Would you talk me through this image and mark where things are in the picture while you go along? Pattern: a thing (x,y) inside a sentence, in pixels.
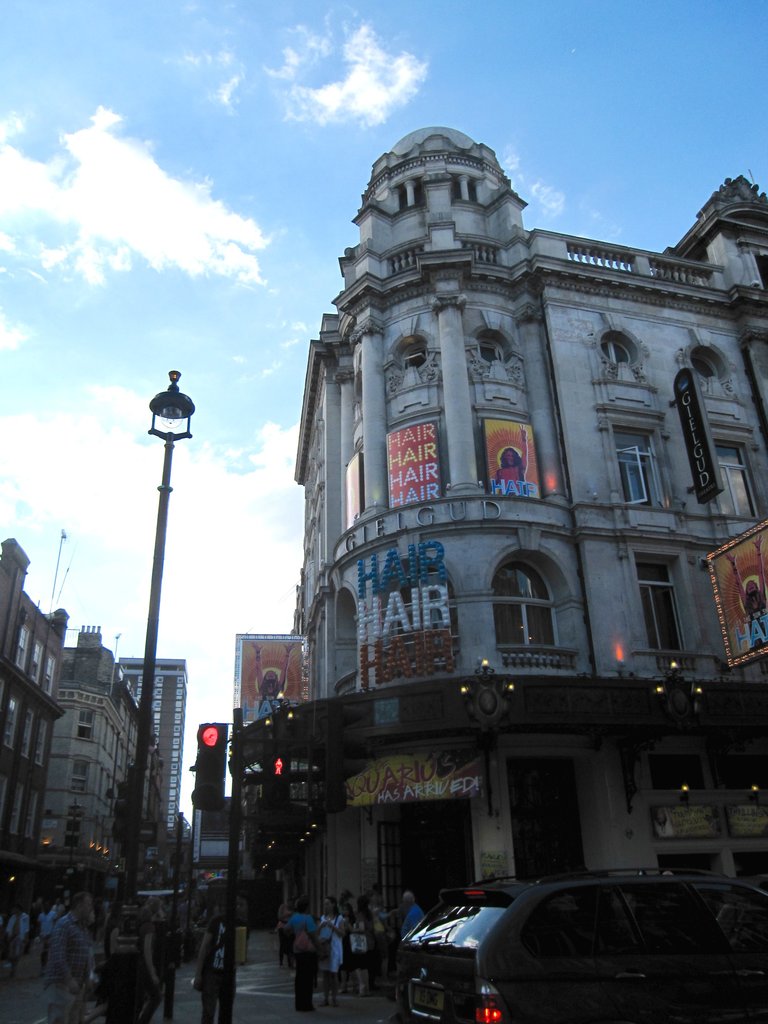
To the bottom of the image (230,917) there is a pole (234,779) with traffic signals (203,755) and also there are few people (306,912) standing. And to the right bottom corner of the image (516,930) there is a black car (571,975). And in the background (280,884) to the right side of the image (629,339) there is a building (427,307) with windows (415,335), pillars (535,407), name boards (434,444) and walls (457,579). And to the left corner of the image (125,727) there are buildings (133,685). And to the top of the image (225,93) there is a sky (170,278).
